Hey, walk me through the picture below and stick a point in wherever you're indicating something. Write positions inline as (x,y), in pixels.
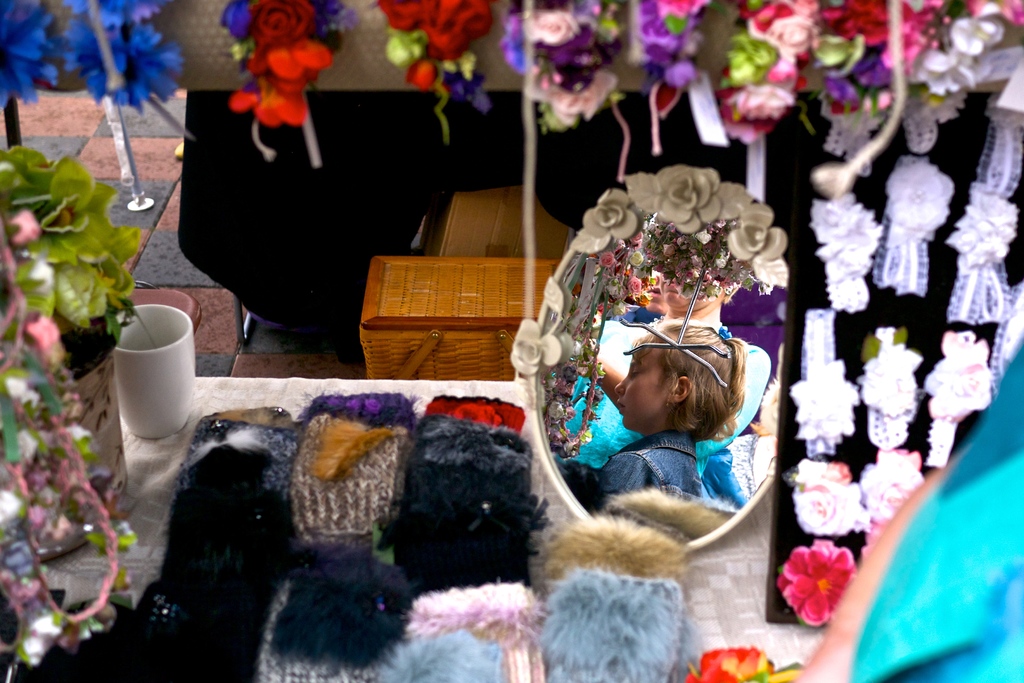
In this image I can see the black and brown colored floor (110,172), brown colored wooden basket (408,316), a white colored table (332,386). On the table (327,386) I can see a cup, a flower vase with a plant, few objects (436,504) and a mirror (655,382). In the mirror (633,384) I can see the reflection (641,402) of few persons (663,377). I can see few white colored headbands (820,404) and few other objects (838,88) which are red, white, pink, blue and green in color.
